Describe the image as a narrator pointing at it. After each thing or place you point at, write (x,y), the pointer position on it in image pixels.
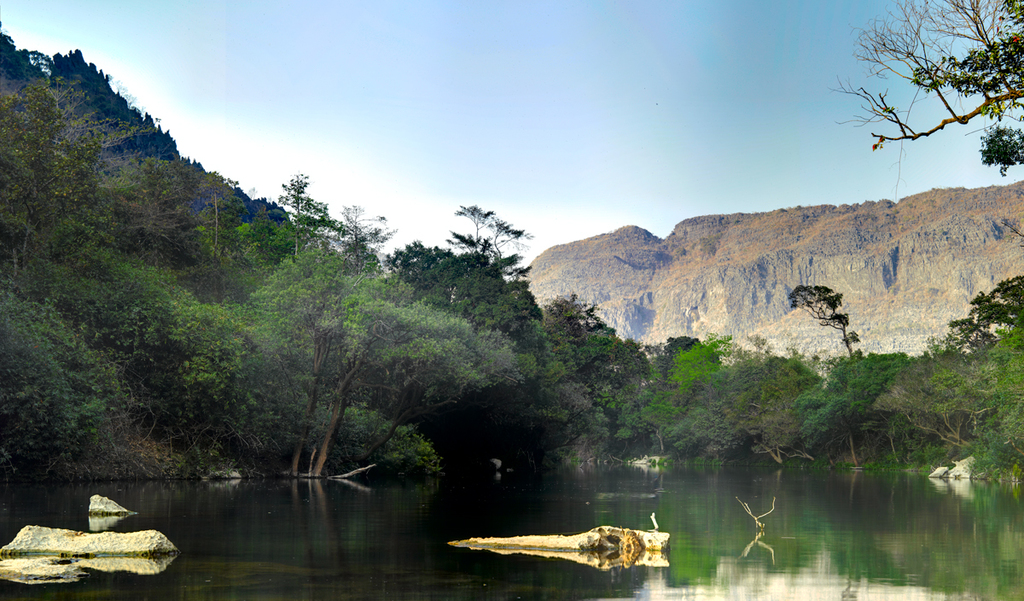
In this picture i can see water (538,567), trees (558,380) and sky (620,97). I can also see some objects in the water (231,566).
